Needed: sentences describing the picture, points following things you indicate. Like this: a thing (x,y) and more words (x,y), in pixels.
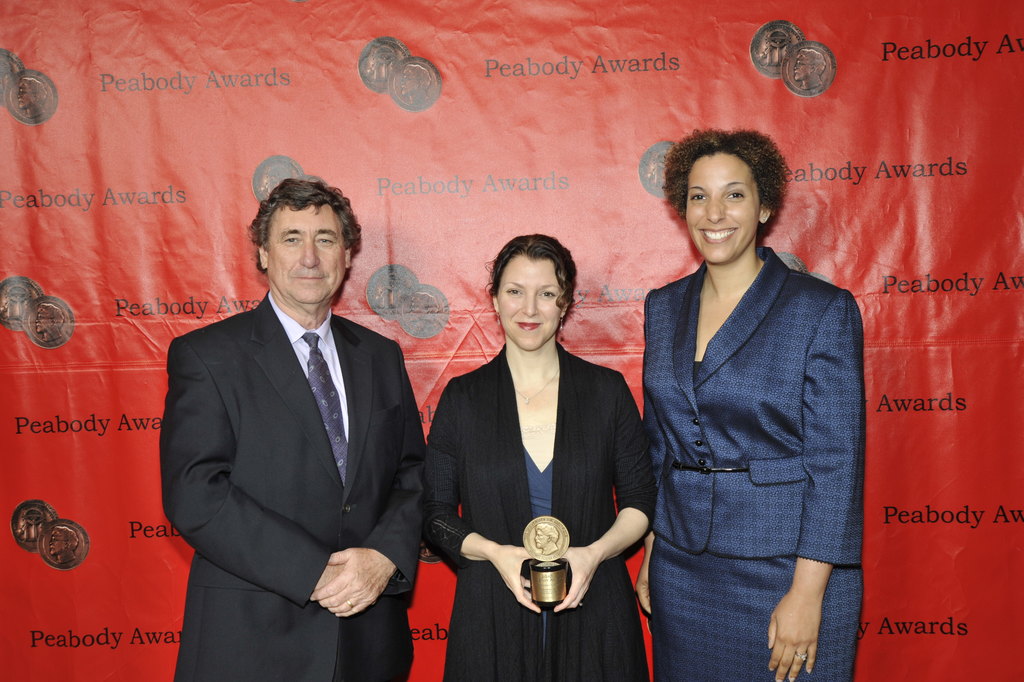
In the foreground of the picture (655,354) there are three people (540,463) standing. In the center of the picture (502,438) there is a woman (519,569) holding an object (542,548). In the background (164,319) there is red color banner (453,166).
